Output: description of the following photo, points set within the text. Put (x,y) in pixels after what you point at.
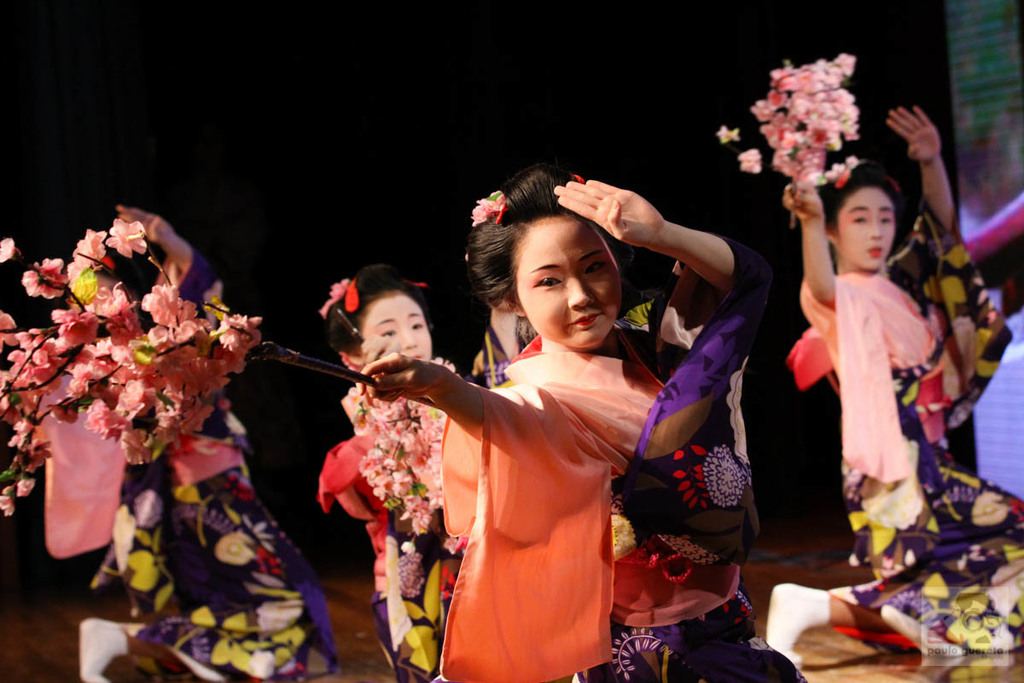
In the image we can see there are many women (629,457) wearing clothes (873,395). This is a flower bouquet (161,363) and the floor (336,590).
